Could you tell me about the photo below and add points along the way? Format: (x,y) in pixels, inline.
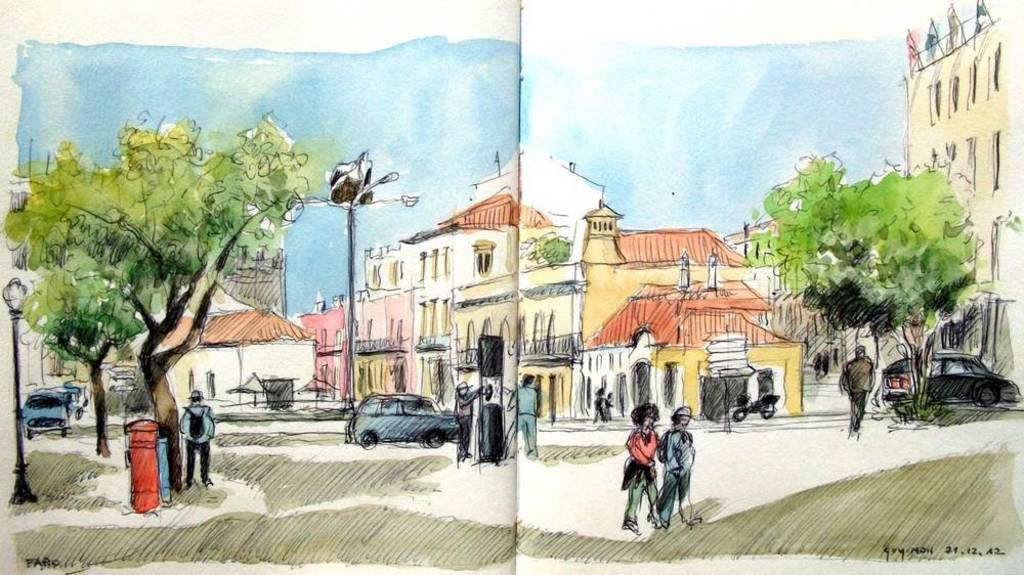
In the image inside the book (489,262) there is painting (238,345). In the painting (281,267) there are few people (468,447), poles (353,417) with lamps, trees (191,295), bins (140,423), vehicles (432,433) and also there are buildings (377,317). In the bottom right corner of the image (957,549) there is text (991,550).
